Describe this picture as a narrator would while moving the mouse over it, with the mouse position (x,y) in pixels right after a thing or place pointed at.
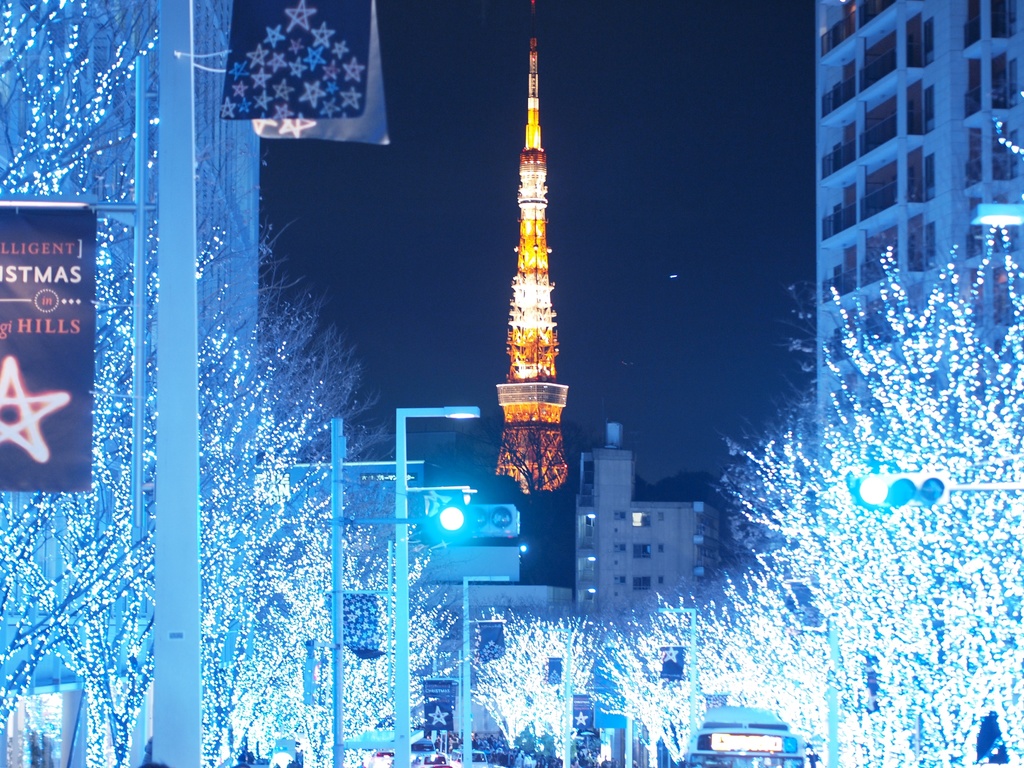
In this image we can see few trees (421,696) with lights (425,646), buildings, street lights (398,697), banners (266,85) to the poles (405,514), traffic lights (902,481) and there is a tower (542,178) with lights (532,198) and the sky (512,223) in the background (512,223).
